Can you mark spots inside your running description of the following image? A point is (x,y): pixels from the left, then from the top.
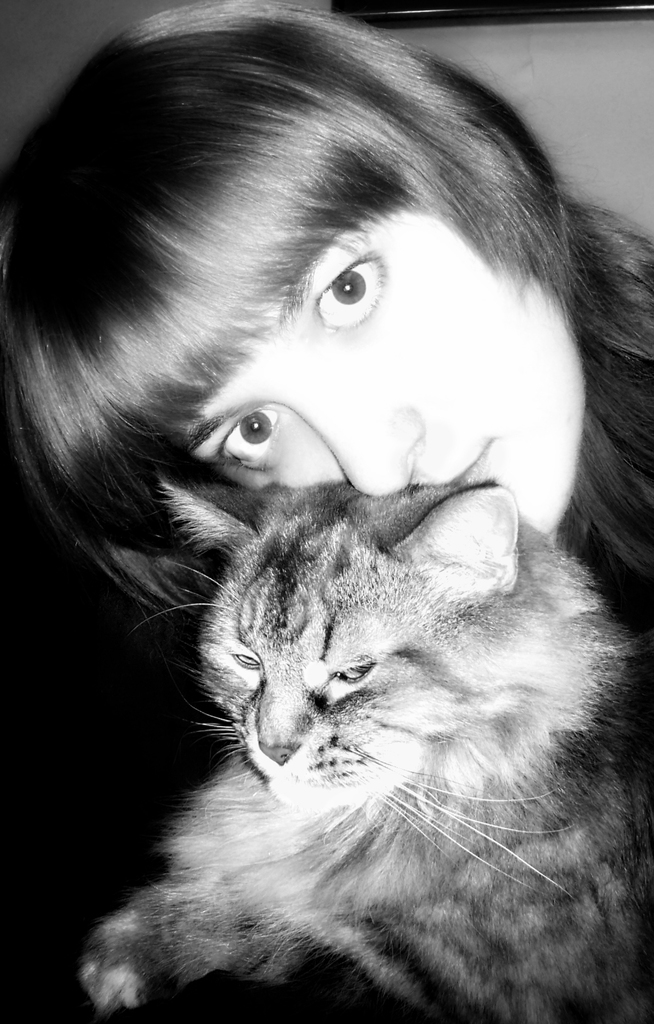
This is the picture where we a person (295,401) and a cat (331,506) in it.
